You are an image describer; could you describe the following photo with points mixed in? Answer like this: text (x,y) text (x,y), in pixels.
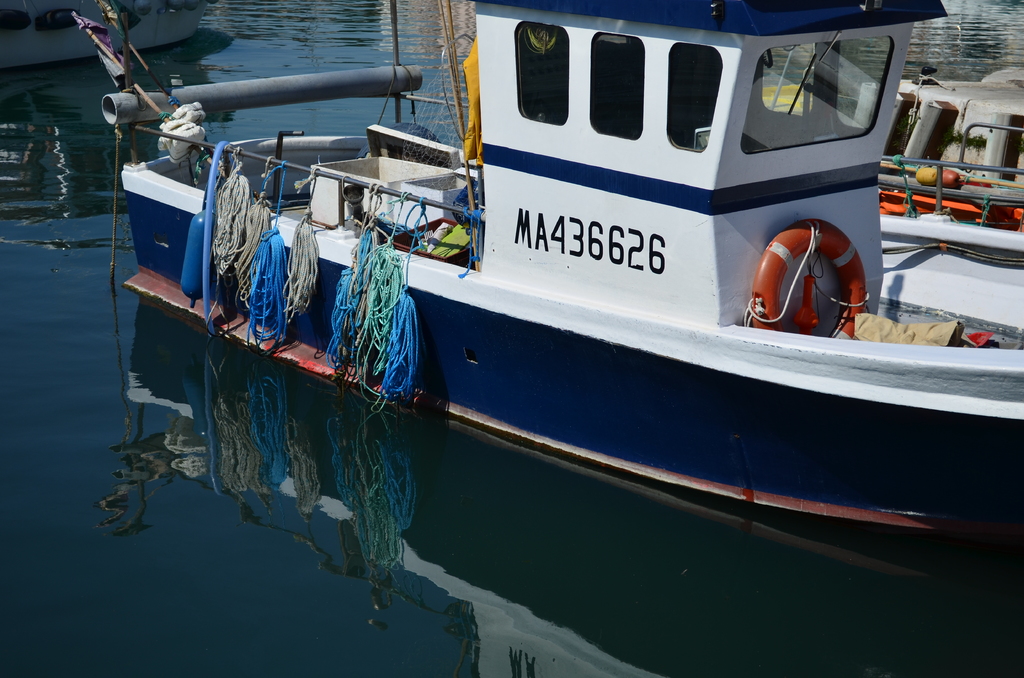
In this picture we can see a few boats (45,36) in the water (382,542). There are a few ropes (921,247), poles (145,93), mesh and other objects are visible on the boat (532,296). We can see the reflections (6,136) of the boats (493,301) in the water (377,487).
